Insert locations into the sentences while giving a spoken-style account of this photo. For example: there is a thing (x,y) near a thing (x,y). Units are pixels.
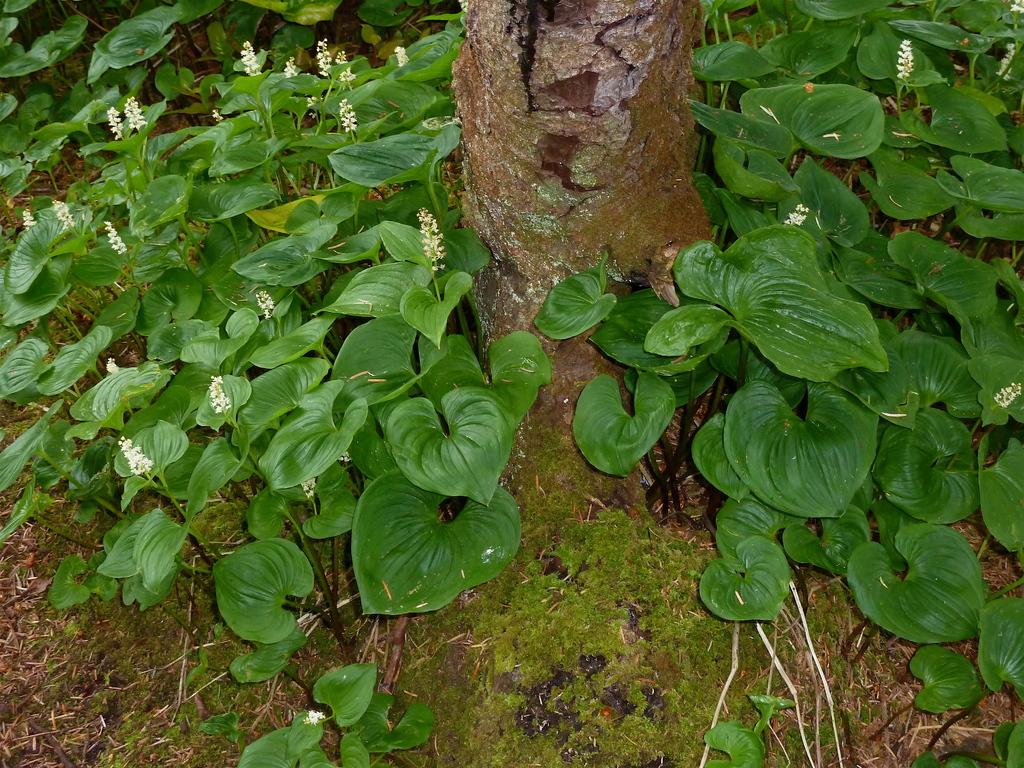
In this image we can see plants (449,351) with small flowers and grass (583,738) on the ground (519,673) and there is a tree trunk (505,177).
